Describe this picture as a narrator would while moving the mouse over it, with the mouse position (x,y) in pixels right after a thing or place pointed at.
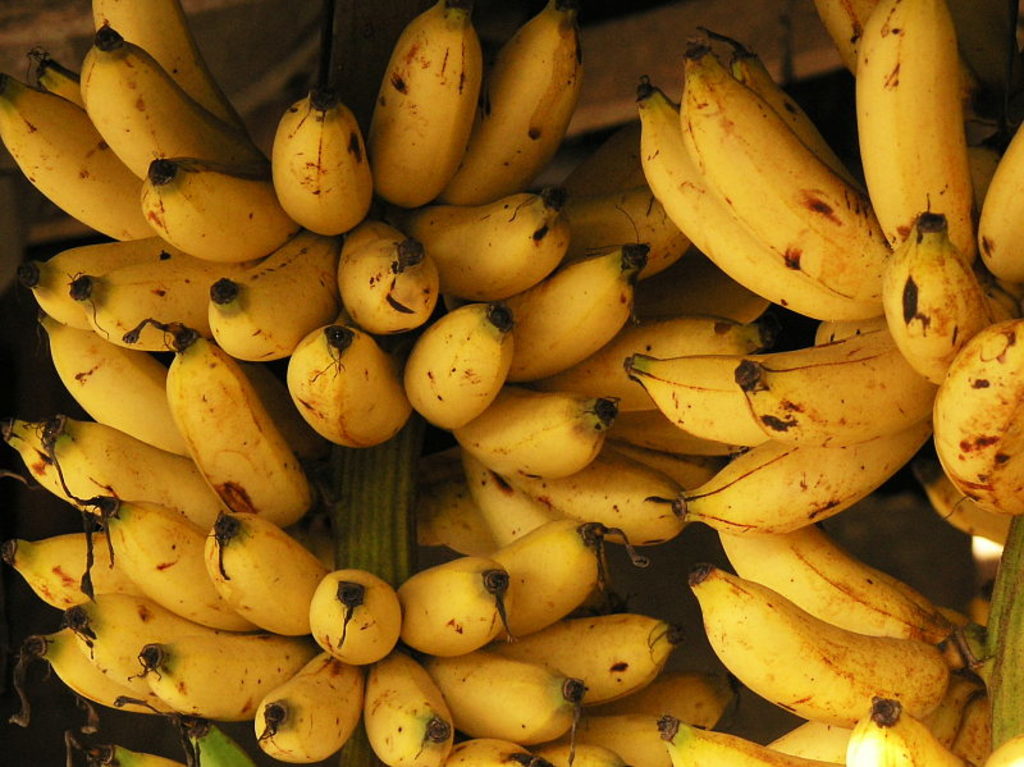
In this picture we can see bananas (277,146).
